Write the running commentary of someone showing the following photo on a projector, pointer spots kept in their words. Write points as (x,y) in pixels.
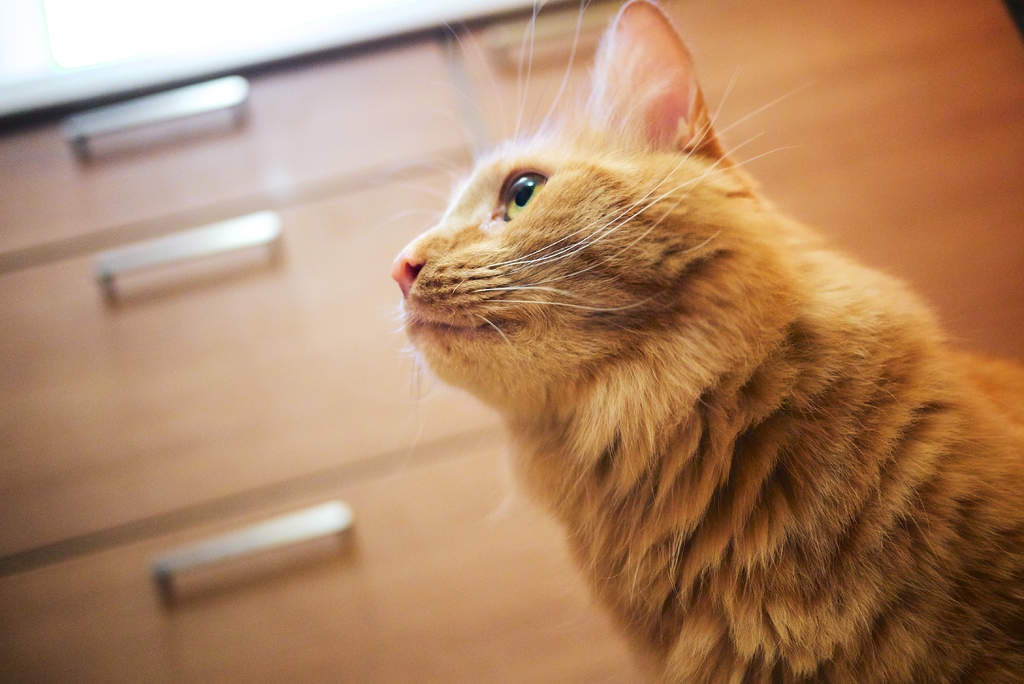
In this picture, there is a cat (566,376) towards the right (912,449). It is in brown in color. Towards the left (158,277), there are cabinets (294,268) with handles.
